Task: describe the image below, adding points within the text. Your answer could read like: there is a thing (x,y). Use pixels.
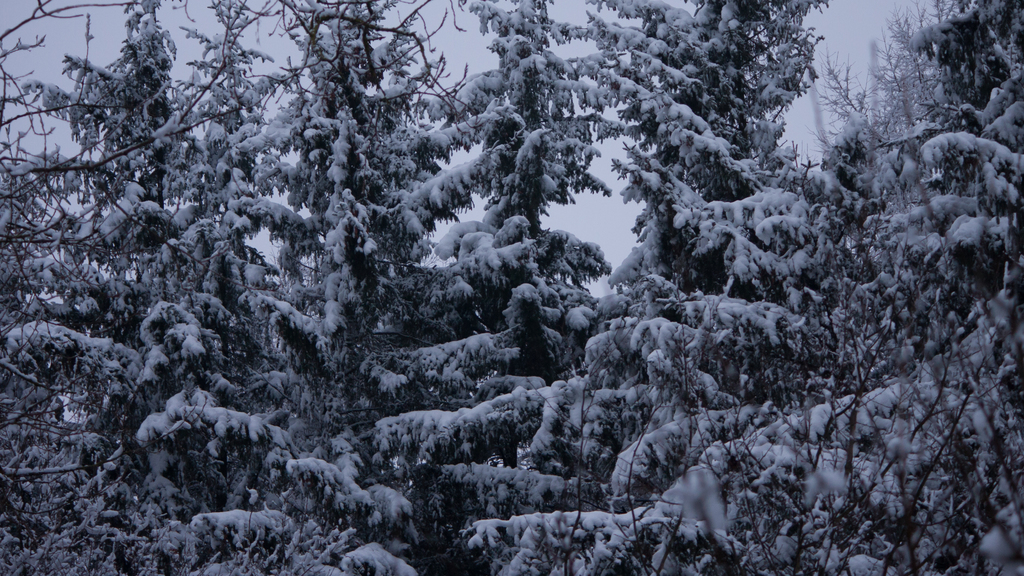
This picture is a black and white image. In this image we can see some trees (134,185) with snow (834,442) and in the background (814,125) there is the sky (846,21).
